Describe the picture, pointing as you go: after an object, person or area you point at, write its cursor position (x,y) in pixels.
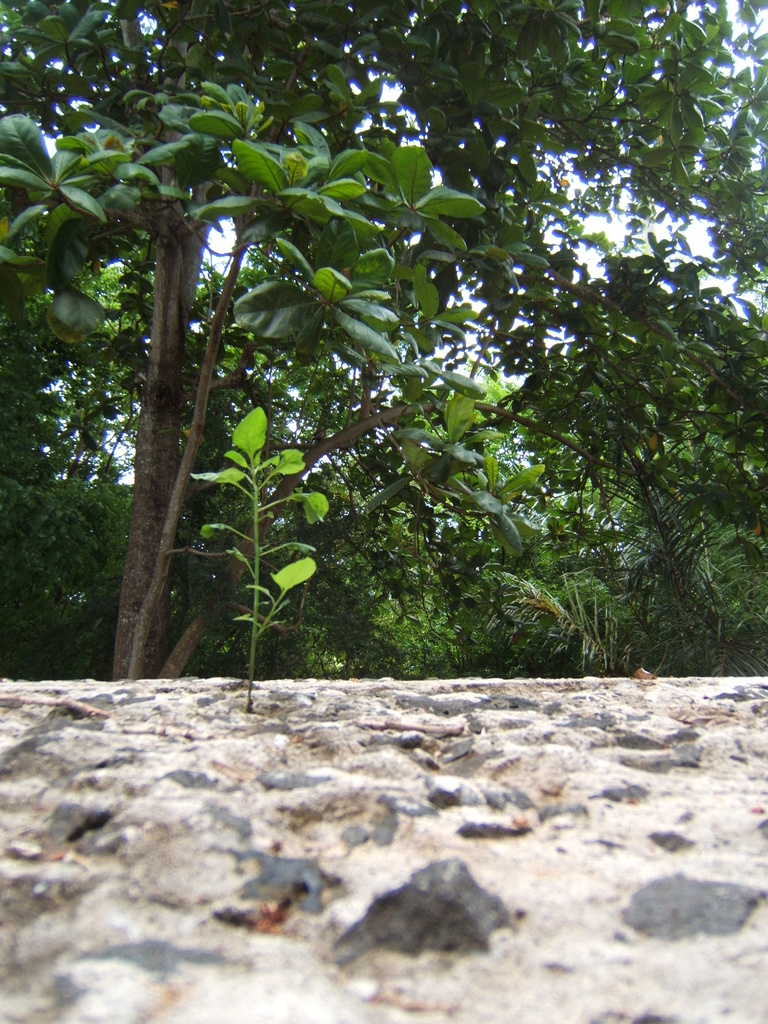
In this picture we can see a plant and rock surface (447,815). In the background (450,596) there are trees (640,258) and sky (666,229).
